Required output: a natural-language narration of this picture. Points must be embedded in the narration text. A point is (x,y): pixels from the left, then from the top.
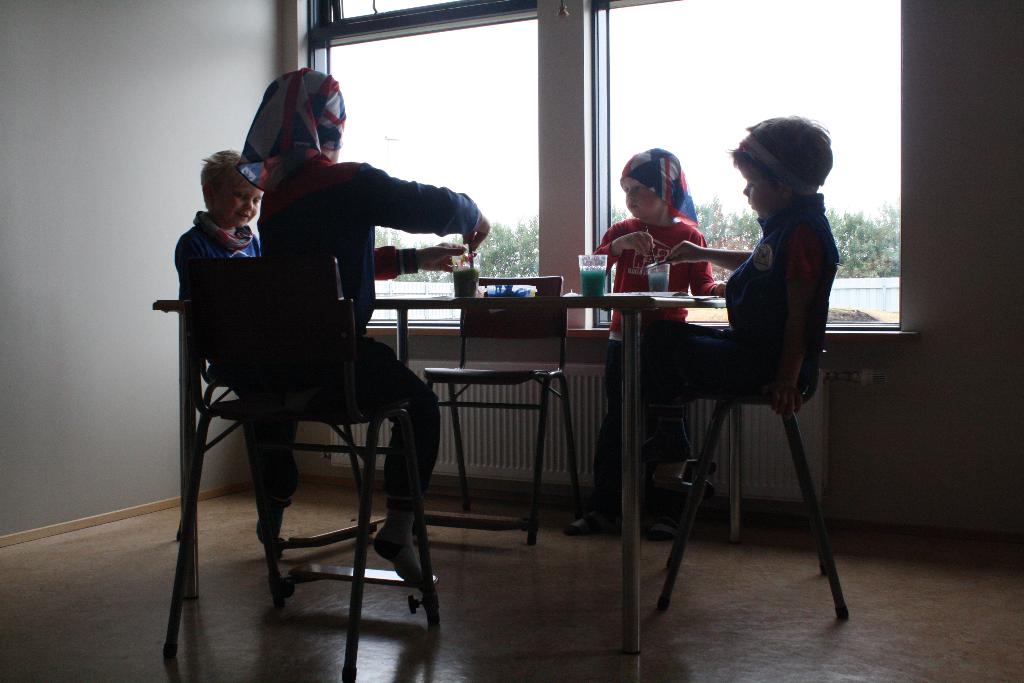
Four boys (654,223) are around a table (583,296). Of them three are sitting in chairs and one is standing.
